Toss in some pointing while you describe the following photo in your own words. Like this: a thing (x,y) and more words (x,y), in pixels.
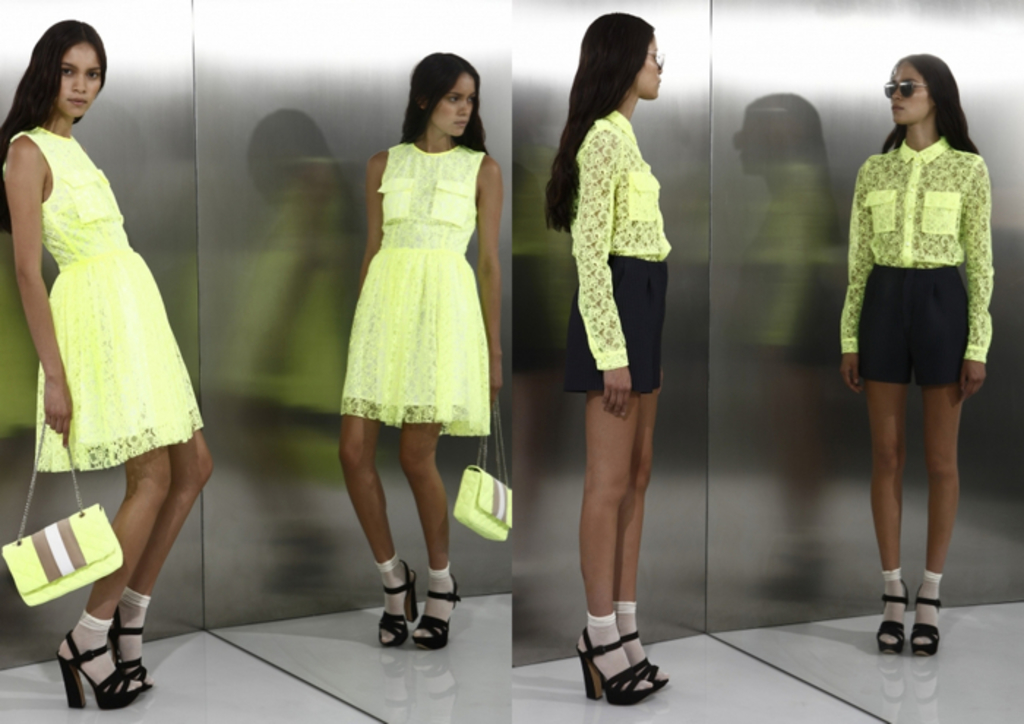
In the foreground of this image (436,200), on the left (333,398), there are two women (152,310) standing, holding bags (94,521) and there is a metal background (253,163). On the right (877,320), there are two women (617,393) standing and wearing spectacles (887,94) and there is a metal background (786,145).
